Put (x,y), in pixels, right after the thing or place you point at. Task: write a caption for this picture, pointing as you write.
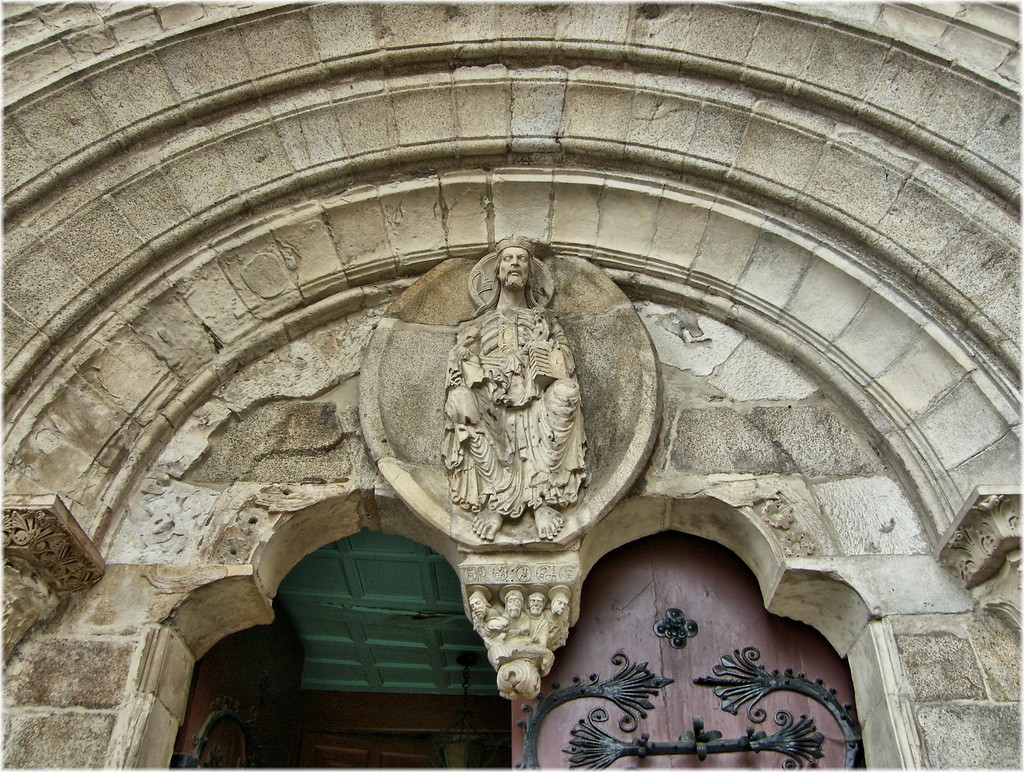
In this image we can see the entrance (901,216) of the building (706,447). There is an architecture (505,426) of a person (528,364) on the wall (576,323) of the building (494,410). There is an entrance door (562,737) to the building (322,677).
